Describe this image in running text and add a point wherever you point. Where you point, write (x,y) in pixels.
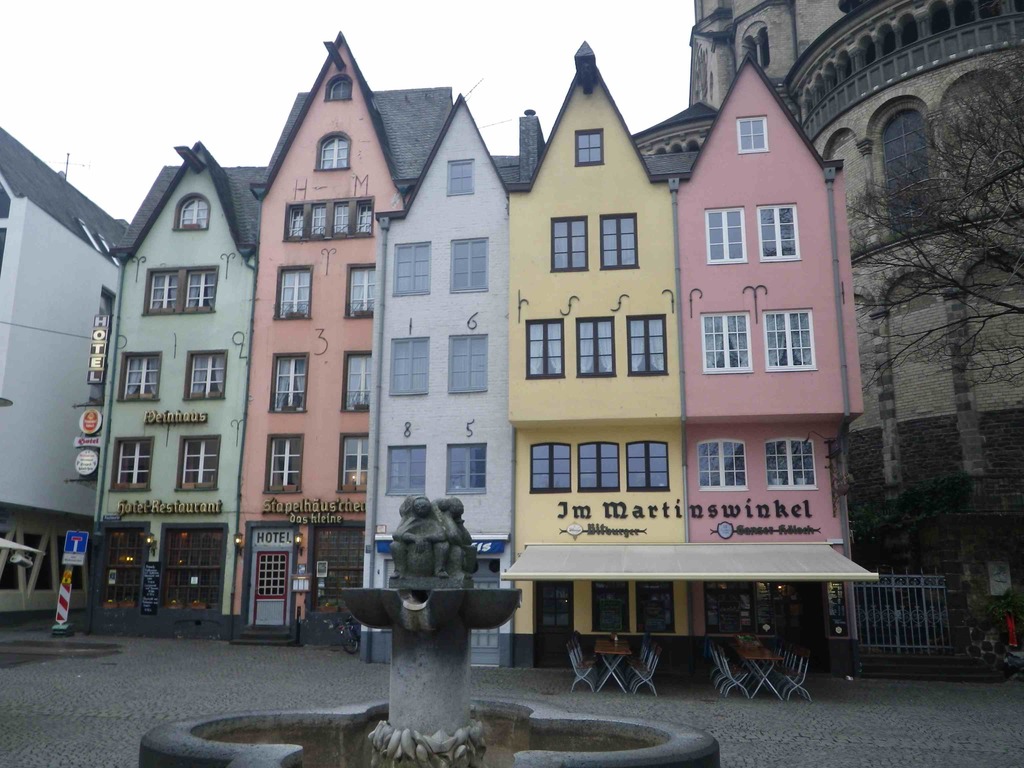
In this picture we can see few sign boards (72,532), a statue (437,560) in front of the buildings (218,365), and also we can see few hoardings (87,416), chairs (592,660) and trees (947,206).
